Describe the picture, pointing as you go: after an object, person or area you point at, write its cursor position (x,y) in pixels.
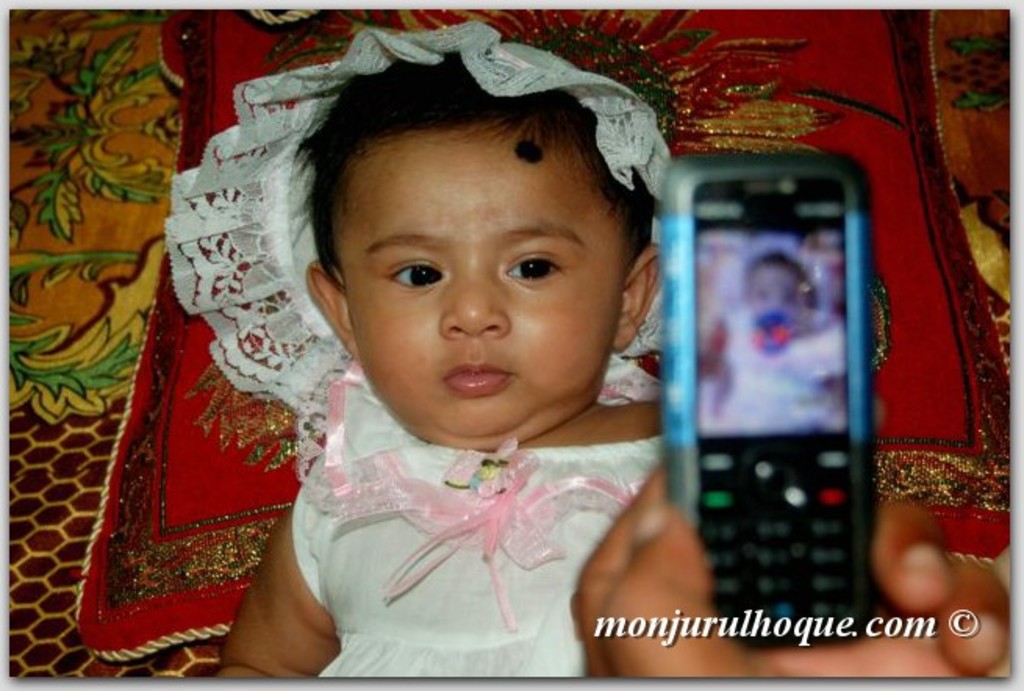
In this image in front (840,496) there is a person (648,649) holding the mobile phone (742,359). Behind the phone (710,197), there is a child (446,522). On the backside (249,462) there is a pillow (225,447) and bed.
